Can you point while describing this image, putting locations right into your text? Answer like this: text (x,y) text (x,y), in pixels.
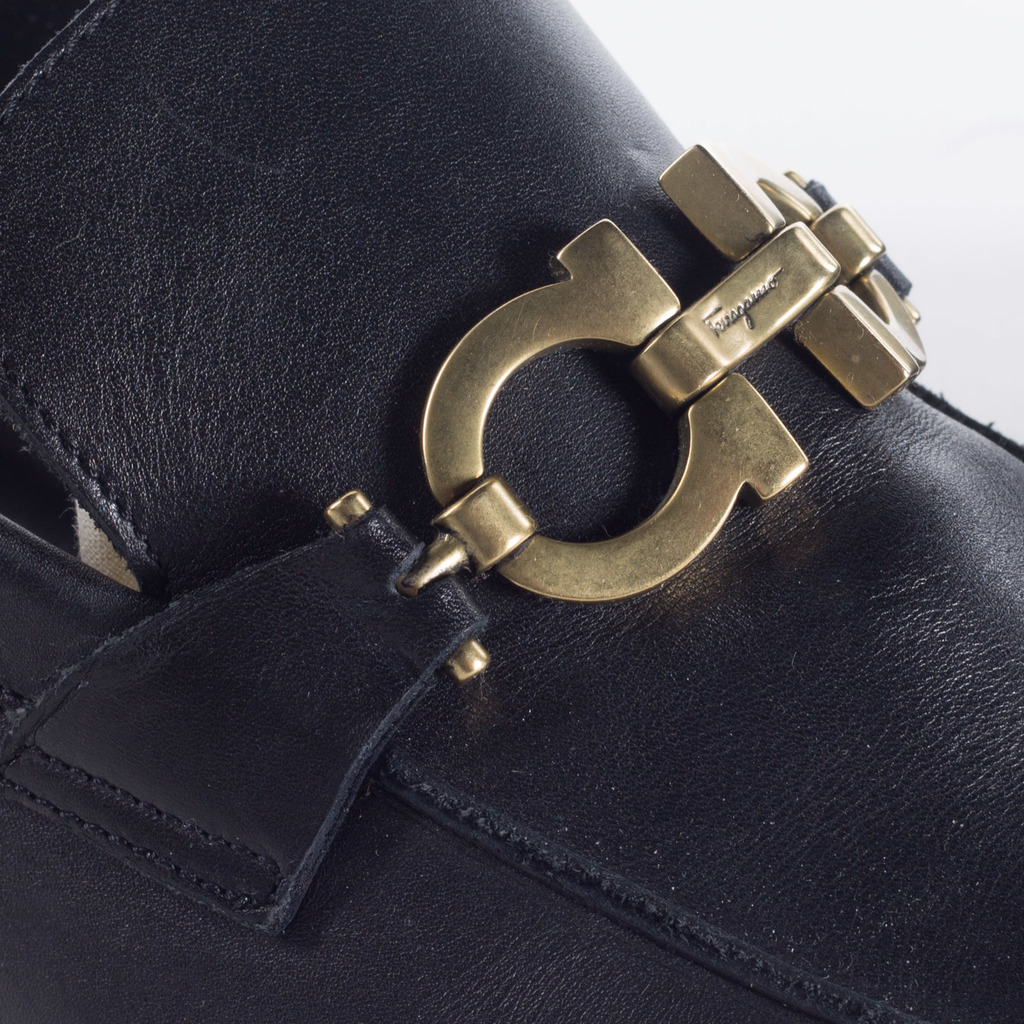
In this picture, there is a leather object (372,480). On the object (522,709), there is a metal buckle (706,368).
